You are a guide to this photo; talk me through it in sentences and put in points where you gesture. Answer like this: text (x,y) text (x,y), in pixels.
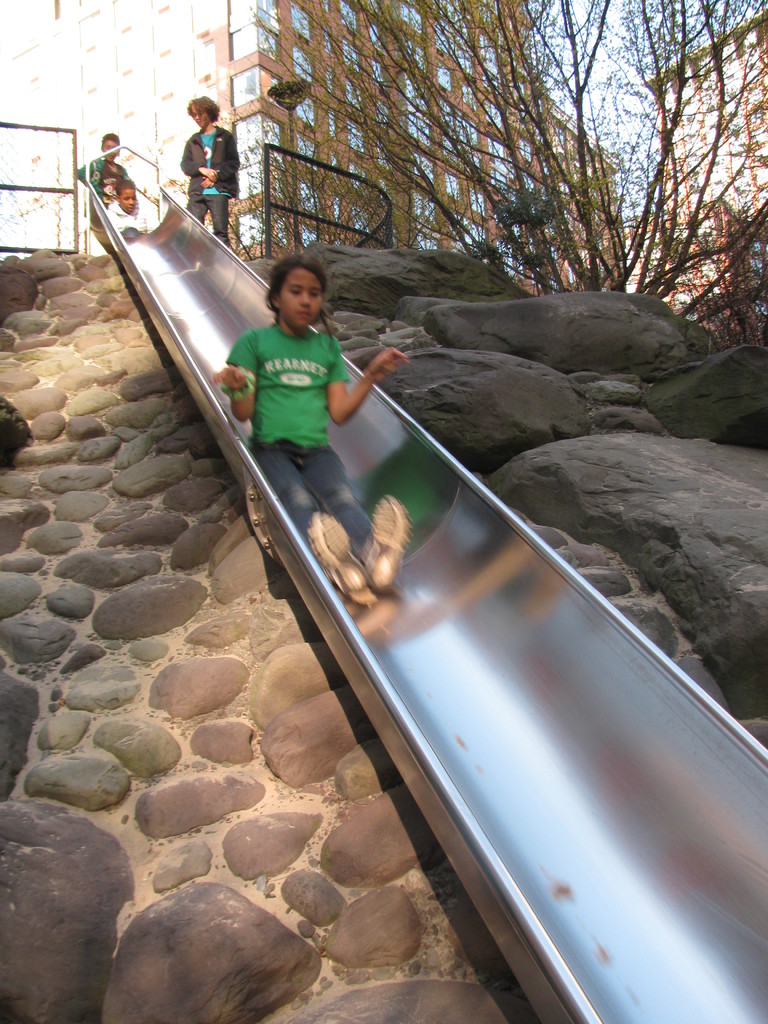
In this picture, we see children (114,173) are sliding the slide (408,610). Beside that, we see the stones (347,781) and the rocks (680,510). On the right side (644,180), we see the trees (624,242). Behind them, we see the railing (296,219) and the man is standing. In the background (739,140), we see the buildings (682,150).
